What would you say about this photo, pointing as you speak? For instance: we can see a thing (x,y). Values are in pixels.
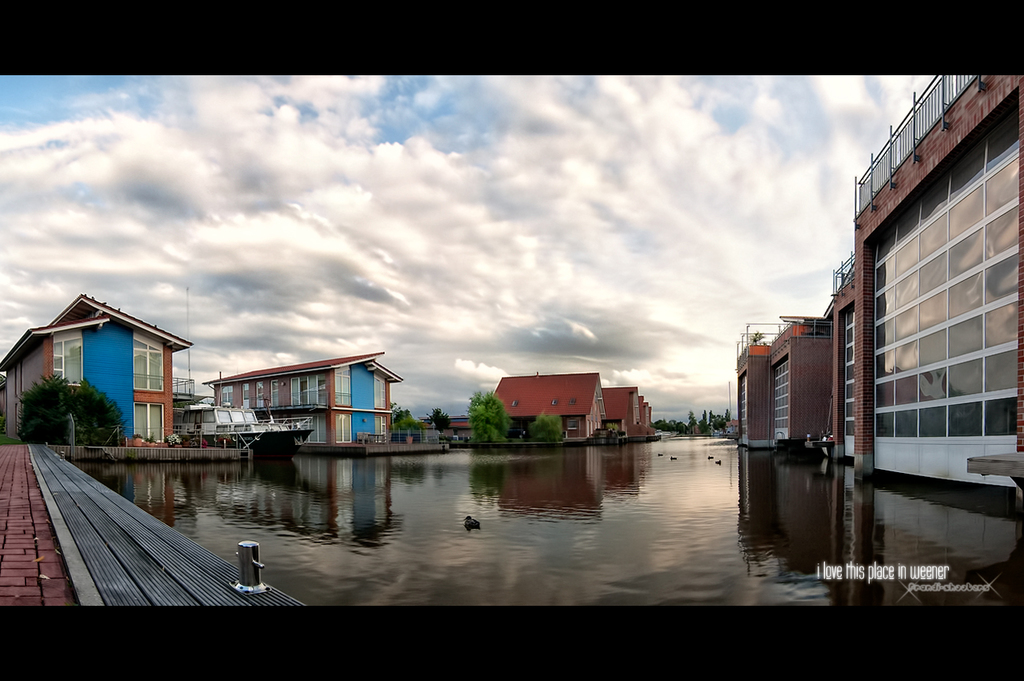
As we can see in the image there are buildings (851,390), windows (259,386), trees (118,413) and water (534,483). At the top (705,127) there is sky (466,108) and clouds (101,146).
